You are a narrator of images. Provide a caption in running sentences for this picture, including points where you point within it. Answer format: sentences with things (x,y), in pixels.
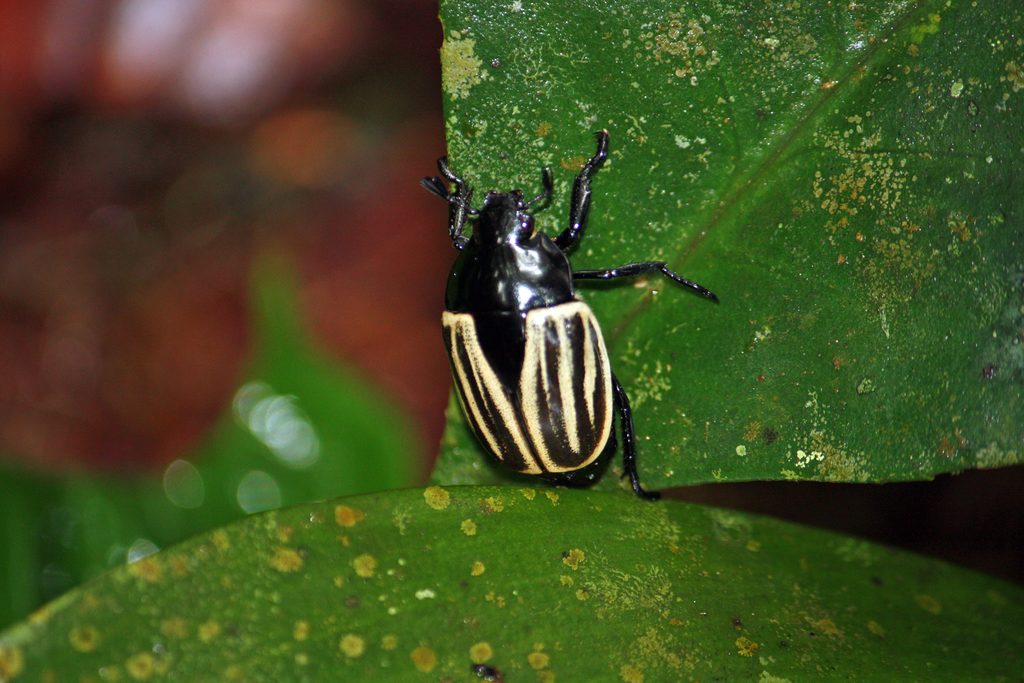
In this image I can see a black bug (559,413) on a leaf (639,465). The background (61,130) is blurred.
